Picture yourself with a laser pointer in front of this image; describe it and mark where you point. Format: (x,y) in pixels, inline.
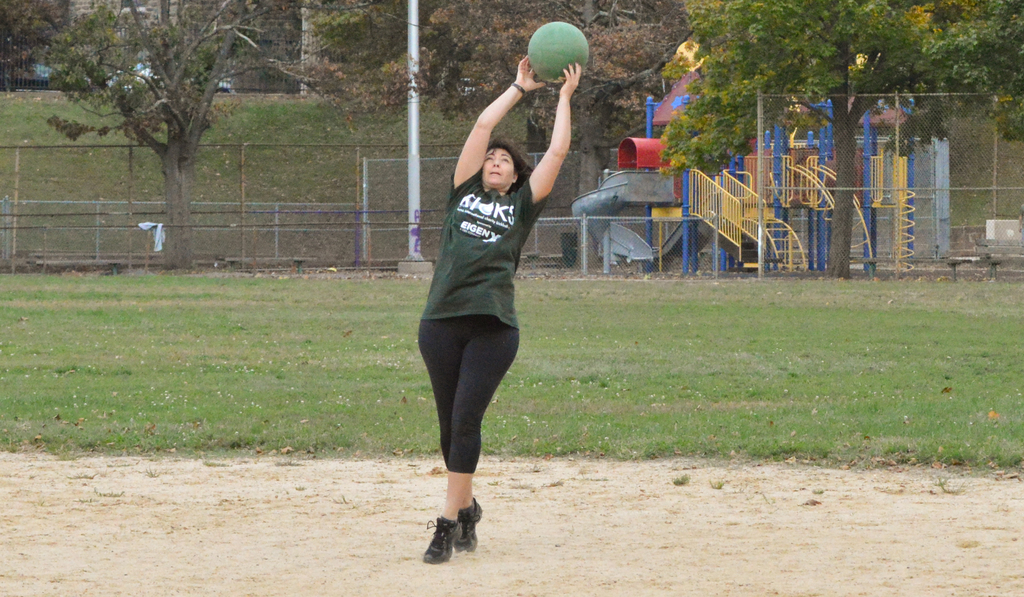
In this image I can see a woman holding a ball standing on the ground (559,495) at the top (65,134) I can see trees (702,49) and fence (341,191), a staircase (754,230).
